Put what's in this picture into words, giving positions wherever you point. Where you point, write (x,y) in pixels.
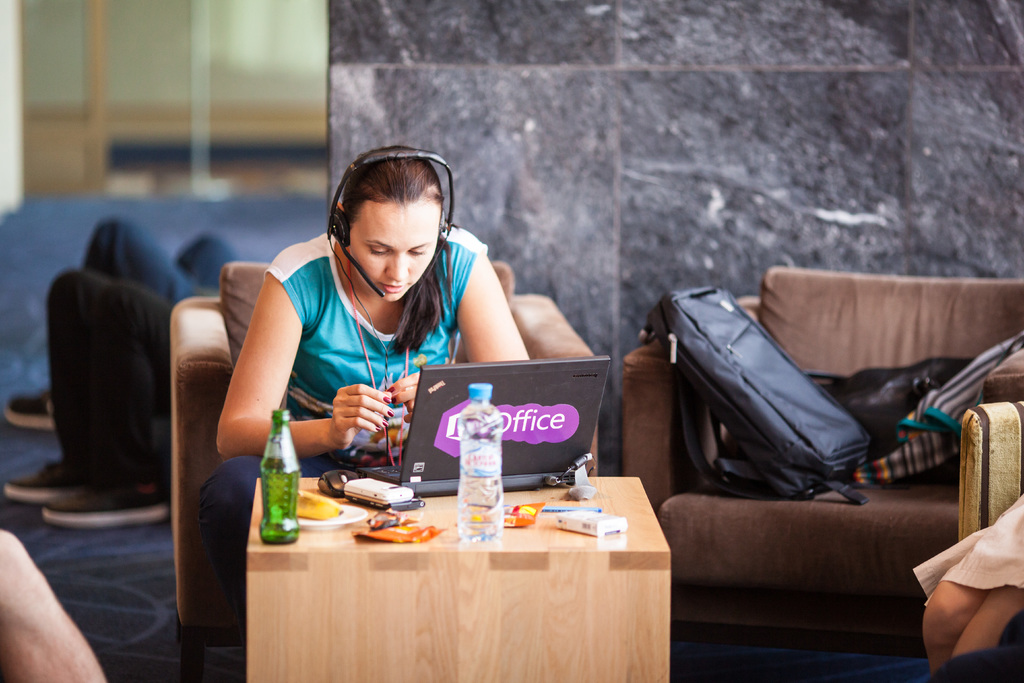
Here we can see a woman (330,373) sitting in chair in front of a table (425,511) and she is looking at a laptop (426,475), on the right side of the image (832,360) we can see another chair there is a bag (769,447) on chair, we can see some bottles (485,495) and one plate (349,515) on the table (368,525), in the background (544,129) there is a wall (532,134) and a glass (251,110).
